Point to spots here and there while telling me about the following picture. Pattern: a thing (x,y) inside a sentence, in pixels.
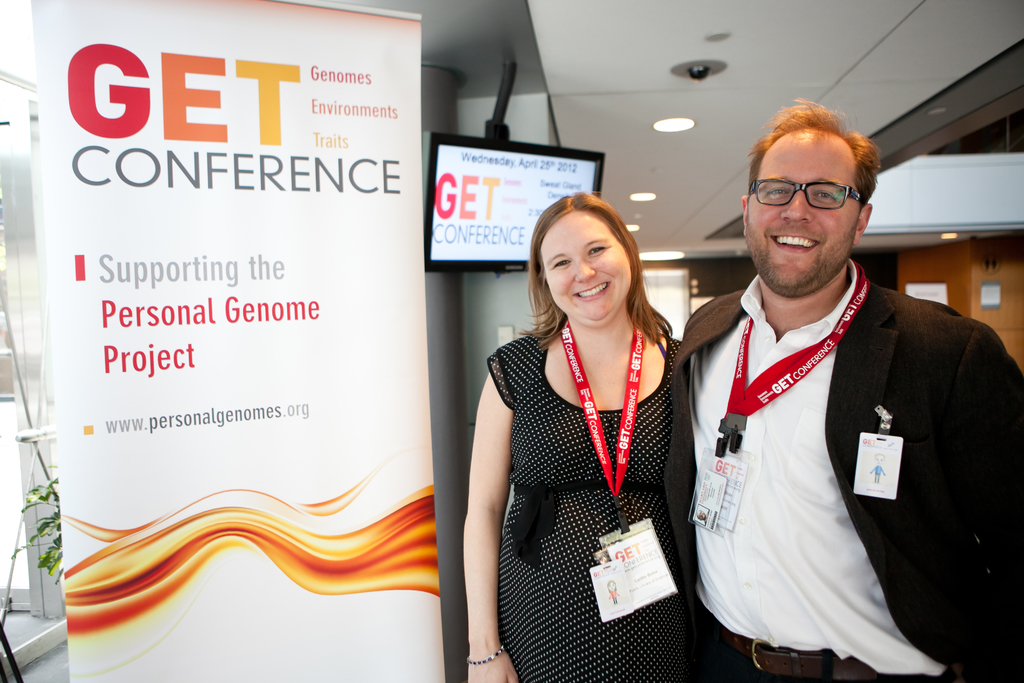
This is an inside view. On the right side (837,456) a man (789,440) and a woman (578,512) are standing, smiling and giving pose for the picture. At the back of these people (790,516) there is a screen (510,183) is attached to the wall (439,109). On the left side (259,382) there is a banner (238,294) on which I can see some text (144,363). In the background (922,260) there is a wall (1004,235). At the top (675,125) I can see few lights (661,123).
